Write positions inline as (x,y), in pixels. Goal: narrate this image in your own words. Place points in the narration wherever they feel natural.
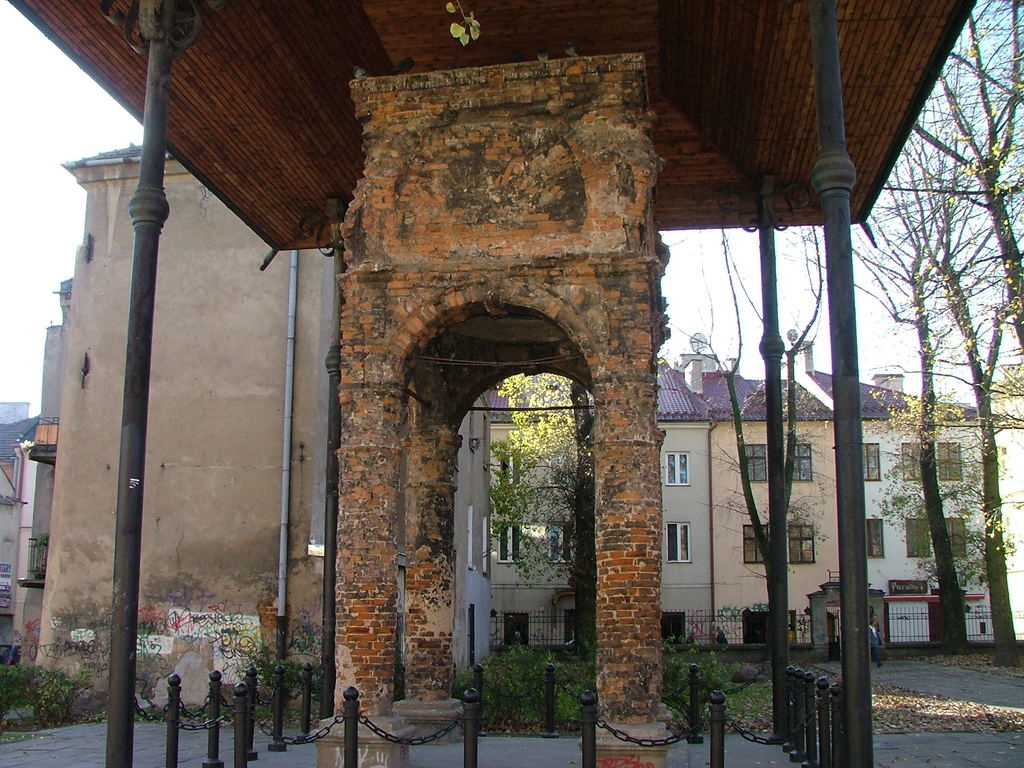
In the picture we can see a historical monument (614,599) with four pillars (424,594) to it and on the top of it, we can see a wooden shed (239,182) with four poles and around the monument (424,634) we can see railings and behind it, we can see some plants (496,696) and buildings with glasses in it and near to it we can see some trees (902,505) and a sky (784,357) behind it.
